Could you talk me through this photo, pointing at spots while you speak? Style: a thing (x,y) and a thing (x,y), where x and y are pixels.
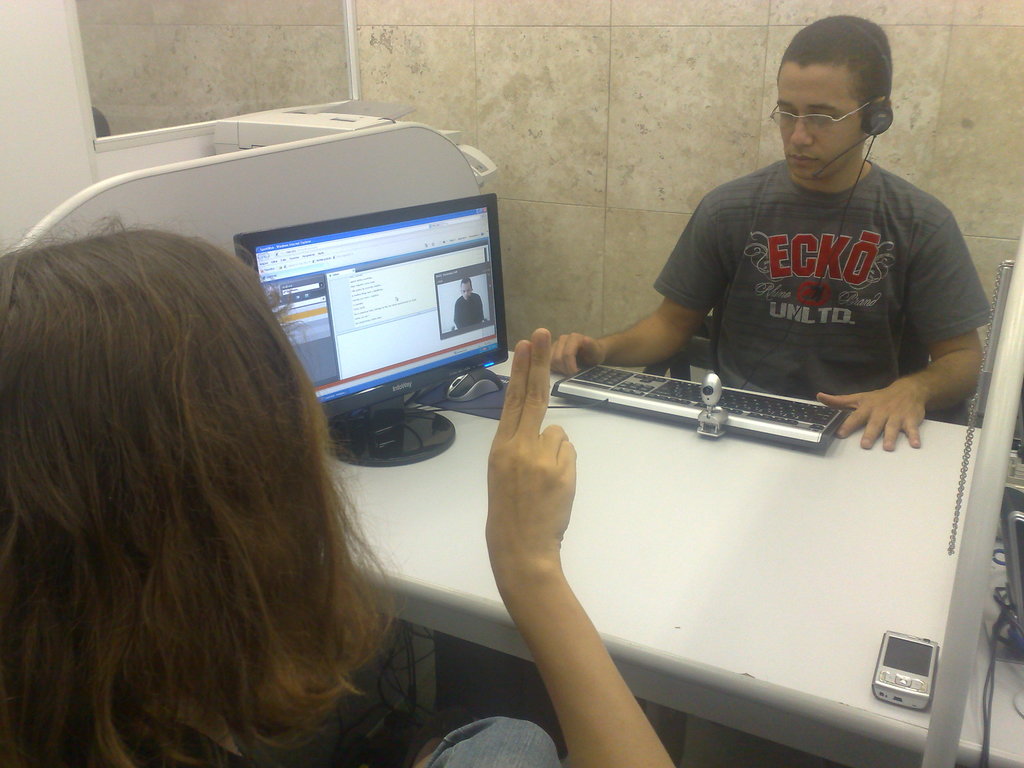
In this image we can see a man (830,258) and the man (903,257) is wearing headphones (886,108). In front of the man (826,214) we can see a monitor (403,371), keyboard (627,399), mouse (484,386) and a mobile (930,671). To the keyboard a camera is attached and on the monitor (463,356) we can see a tab (334,279) and an image (458,298) of a person (475,301). At the bottom (277,631) we can see another person (556,441). In the background (556,86), we can see a wall (411,61). In the top left (173,67), we can see a mirror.
